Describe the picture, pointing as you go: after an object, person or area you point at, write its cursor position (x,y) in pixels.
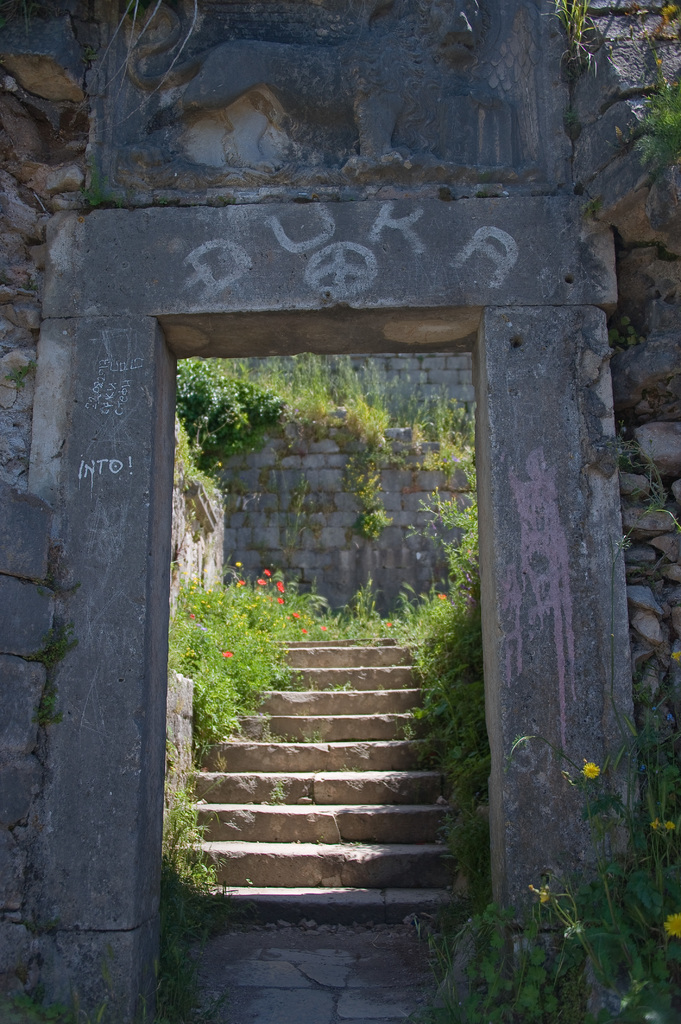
In this image I can see the arch (492,462) and stairs (251,795). On both sides I can see the flowers (230,656) to the plants (265,635). In the background (350,503) I can see the wall (355,559).
